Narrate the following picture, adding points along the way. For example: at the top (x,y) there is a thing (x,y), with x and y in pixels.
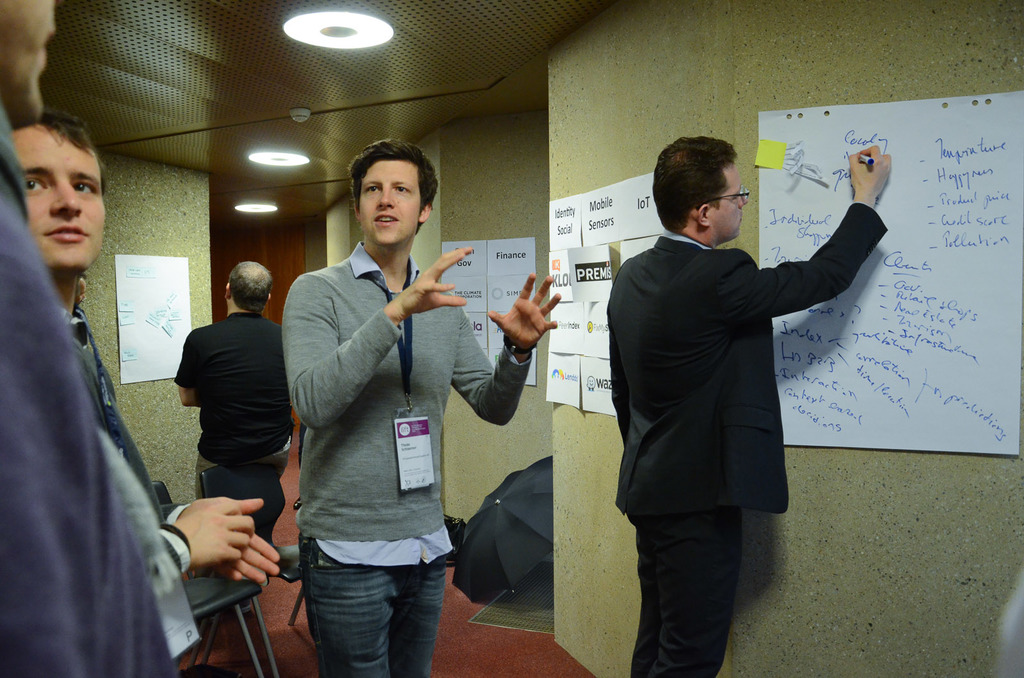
This is the picture of a room (863,505). On the right side of the image (802,266) there is a person (752,383) standing and writing. In the middle of the image (448,356) there is a person (402,353) standing and talking. On the left side of the image (236,563) there are three persons (170,644) standing. There are posters (952,369) on the wall (959,460). At the top (325,34) there are lights (257,164). At the bottom (246,474) there are chairs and there is an umbrella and there is a mat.
